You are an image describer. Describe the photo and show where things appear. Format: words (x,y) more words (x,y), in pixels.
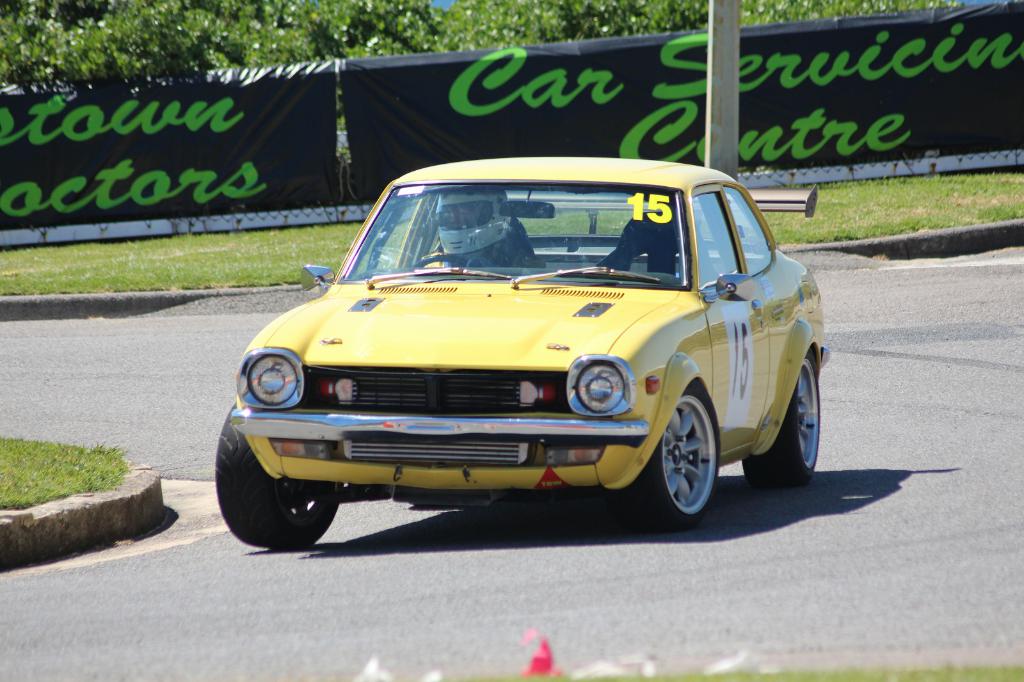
This is an outside view. Here I can see a yellow color car (530,308) on the road (573,606). Inside the car (479,287) there is a person (446,234) wearing helmet (480,223) to the head (450,223). On both sides of the road (158,342) I can see the grass (25,463). In the background (310,131) there is a banner (102,138) on which I can see some text (525,96) and also there is a pole (729,58). At the top of the image (287,43) there are some trees (203,41).
